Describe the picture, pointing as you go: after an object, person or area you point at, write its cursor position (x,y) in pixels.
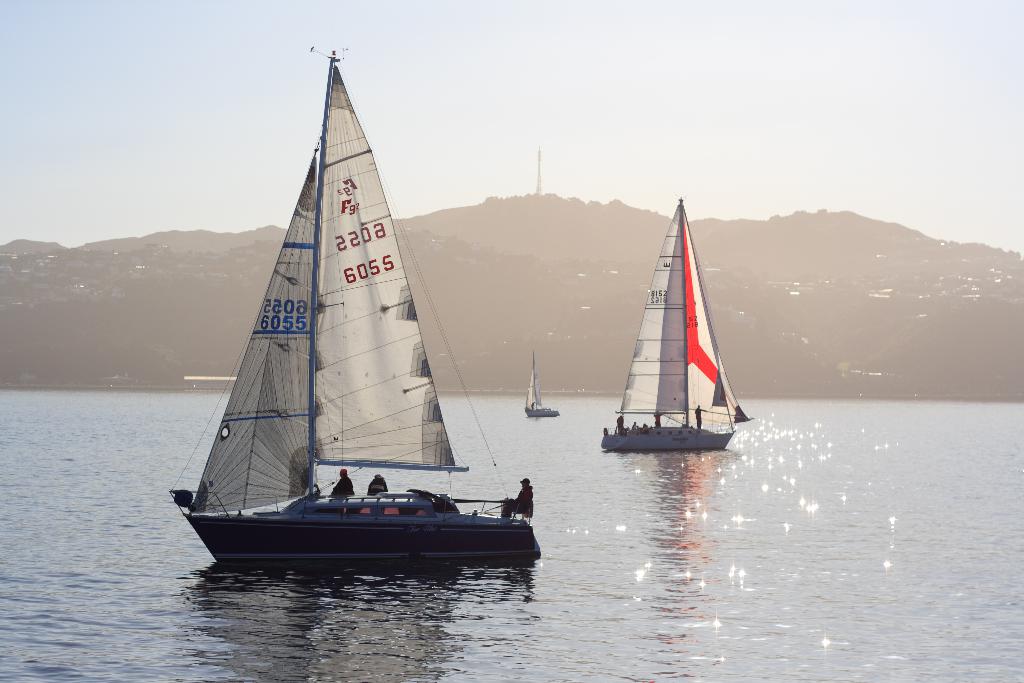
In this picture there is a man (349,489) who is sitting on the boat (410,504). Here we can see wires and cloth (350,357) connected to the pole (316,286). On the right (700,442) we can see another boat (652,445) in the water (777,509). On the background (824,221) we can see mountains (199,343), trees (517,272), building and tower (538,166). On the top (648,30) there is a sky (648,30).
